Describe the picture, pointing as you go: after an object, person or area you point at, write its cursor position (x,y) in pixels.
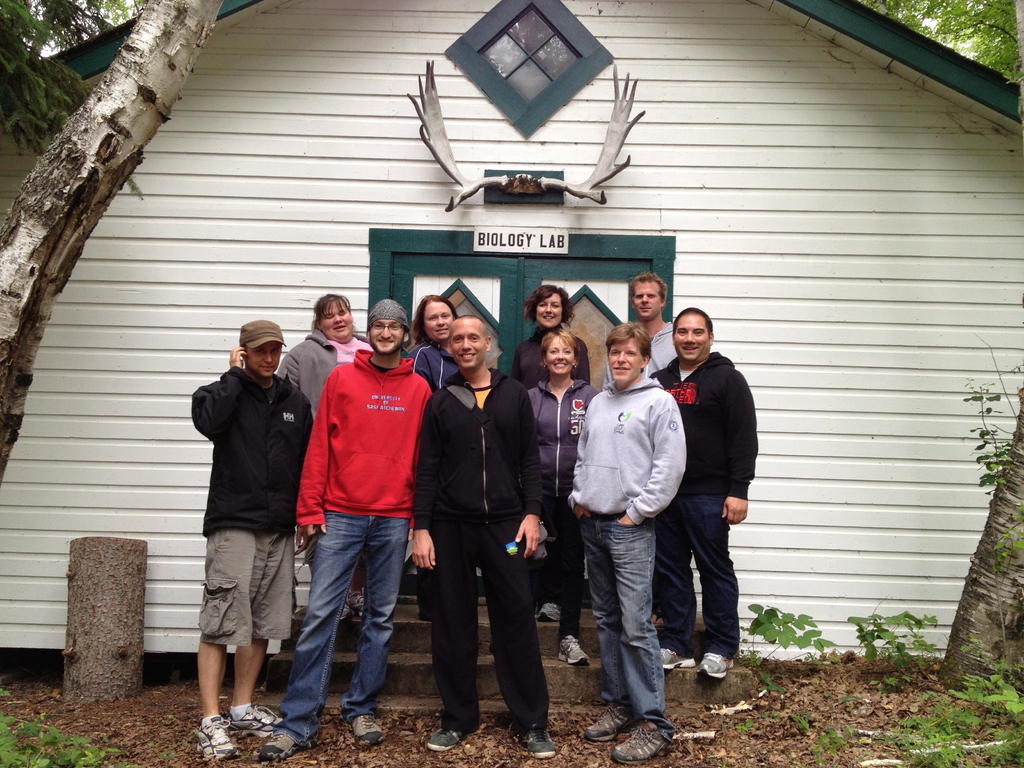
In this picture we can see a group of people (234,614) standing on the ground (795,674) and steps (589,627) and smiling and in the background (306,19) we can see a house (724,35) with doors (508,290), trees (25,184).
